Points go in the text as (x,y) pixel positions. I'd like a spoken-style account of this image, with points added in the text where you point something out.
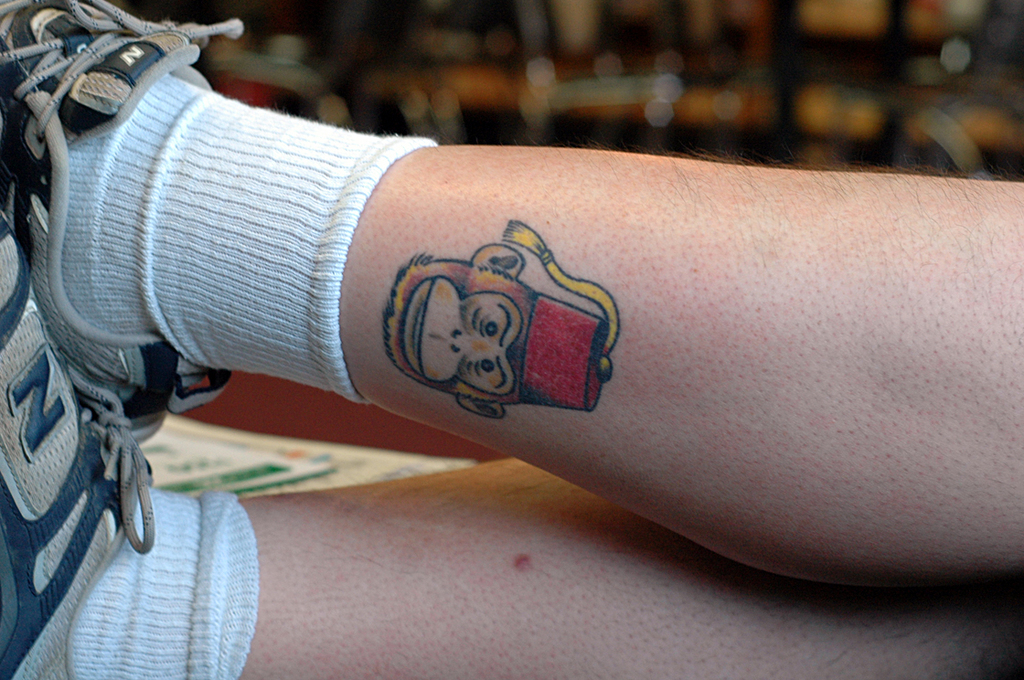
In this picture we can see a person (487,339) legs (788,369), shoes (61,51), socks (193,263), symbol (445,324) and in the background (884,102) we can see some objects (884,102) and it is blurry.
